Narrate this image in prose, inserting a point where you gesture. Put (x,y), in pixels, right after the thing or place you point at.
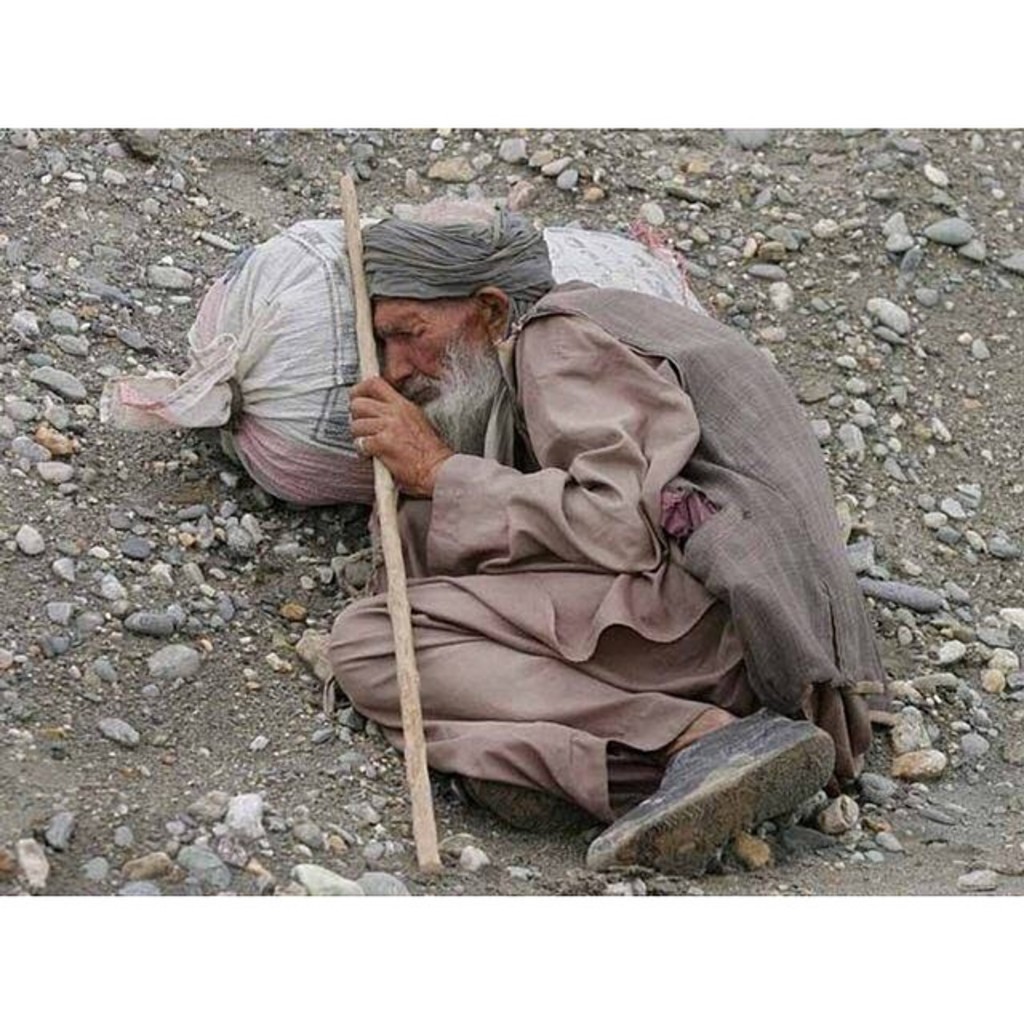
This picture consists of old man (565,312) sitting on ground (246,661) and holding the stick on his hand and a sack (276,301) visible on the ground (283,524), on the ground (143,460) there are small stones (71,475) visible.
